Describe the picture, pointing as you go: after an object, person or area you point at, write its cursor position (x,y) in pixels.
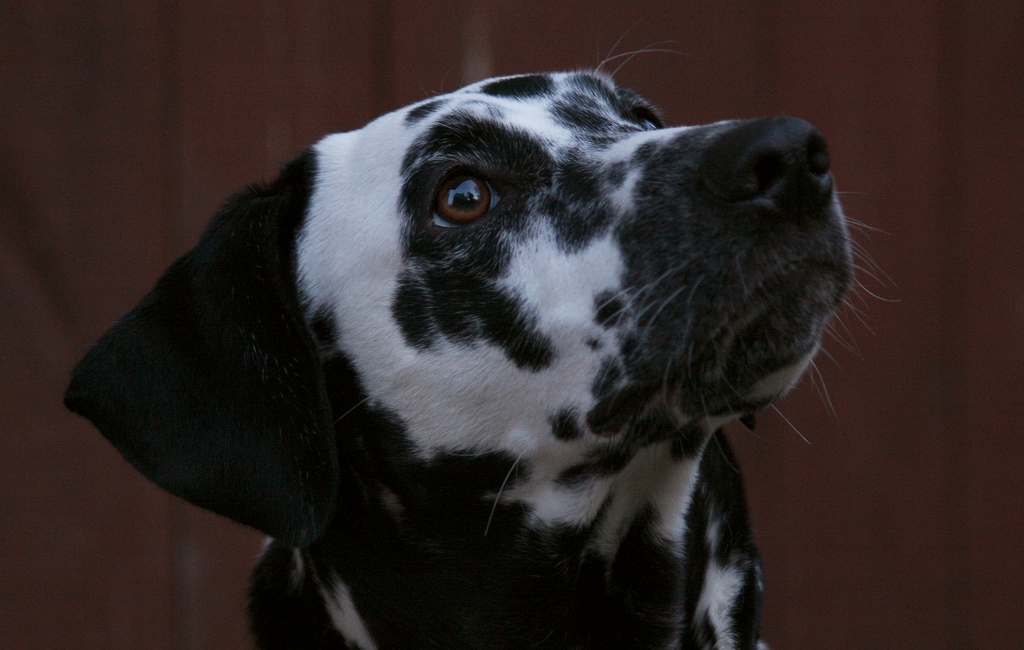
In this image we can see a dog (644,271). The background of the image (13,111) is dark.
